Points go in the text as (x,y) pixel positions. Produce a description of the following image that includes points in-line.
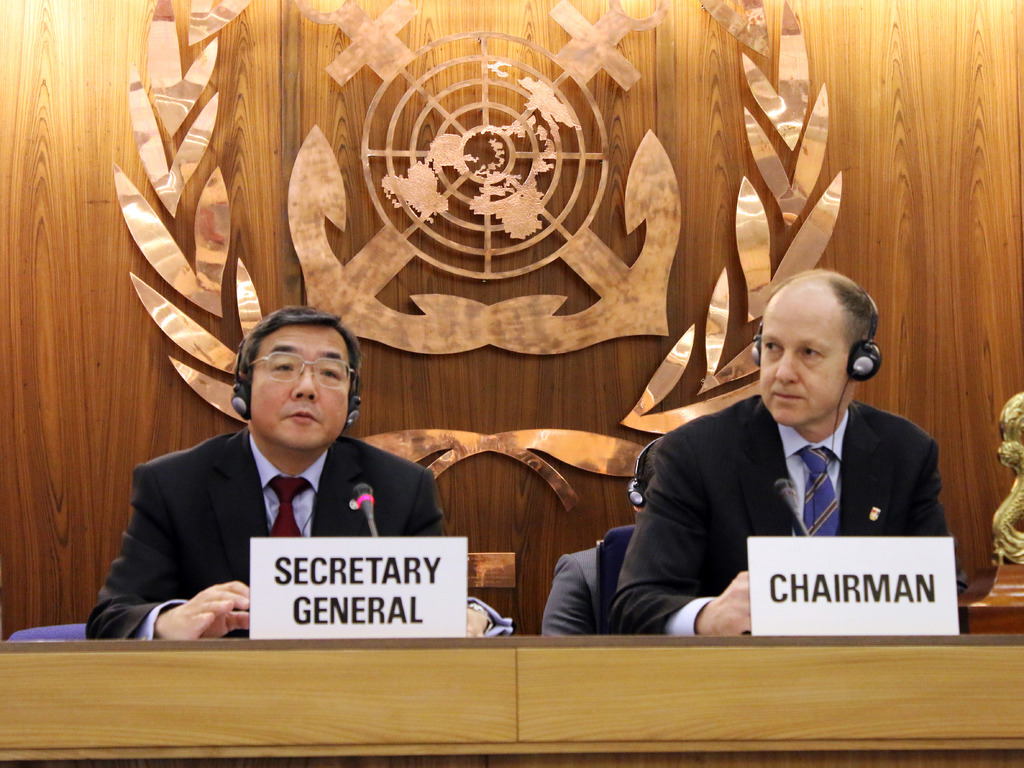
In this image there are two men (656,524) who are sitting in the middle (680,477). In front of them there is a table (495,688) on which there are two name boards (889,585). In the background (889,146) there is a wooden wall (923,155) on which there is a symbol (462,166). In front of them there are mics (364,500). They are wearing the headphones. Behind them there is one other person (575,560) sitting on the chair (608,565).
